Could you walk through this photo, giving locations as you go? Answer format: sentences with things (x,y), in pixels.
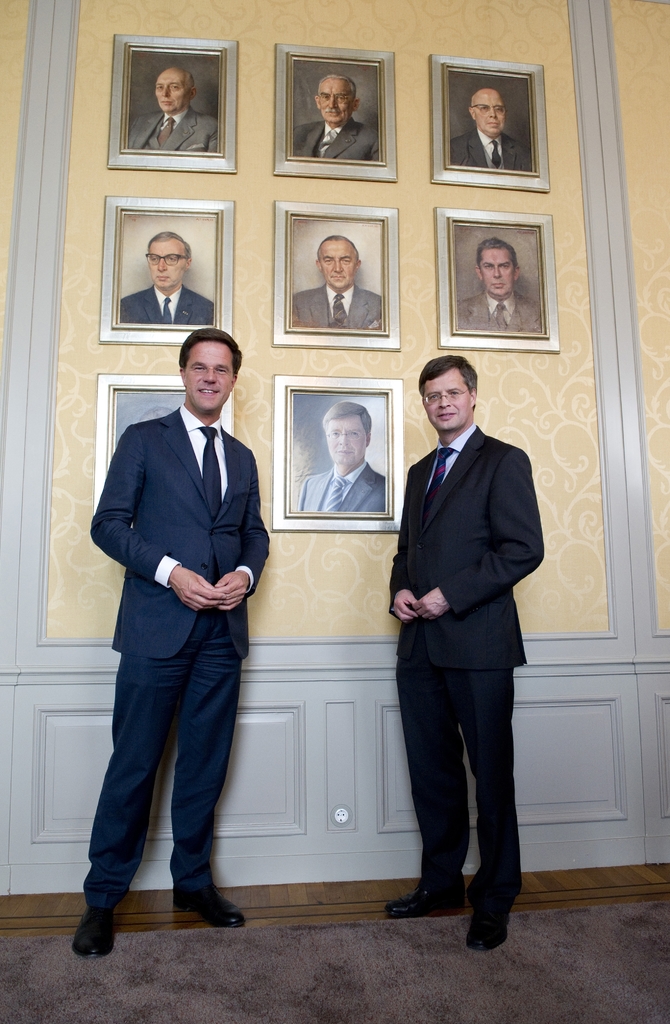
In this image there are two persons (227,691) standing in middle of this image (253,524). The right side person (483,646) is wearing black color dress (445,632) and wearing a spectacles (428,399) and the left side person (193,577) is also wearing a black dress (182,643) and there is a wall (50,667) in the background (43,562). There are some photo frames (294,469) attached on the wall (314,184) as we can see at top of this image (297,281) and middle of this image (280,389).
